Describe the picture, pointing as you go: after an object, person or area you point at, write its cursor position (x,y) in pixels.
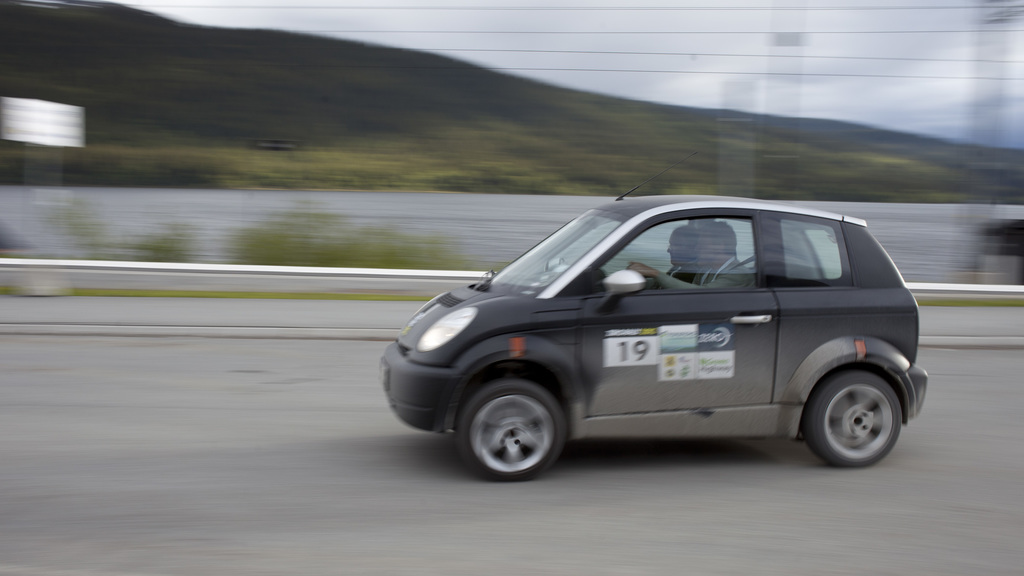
In this picture, we see two men (678,246) riding the black car (760,335). At the bottom (397,525), we see the road (480,490). Behind the car (592,320), we see the trees (367,257) and the water (449,214). This water (496,212) might be in the river (907,230). There are trees (395,140) and the hills (549,176) in the background (133,113). At the top (861,54), we see the sky (861,54) and the wires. This picture is blurred in the background (944,218).
